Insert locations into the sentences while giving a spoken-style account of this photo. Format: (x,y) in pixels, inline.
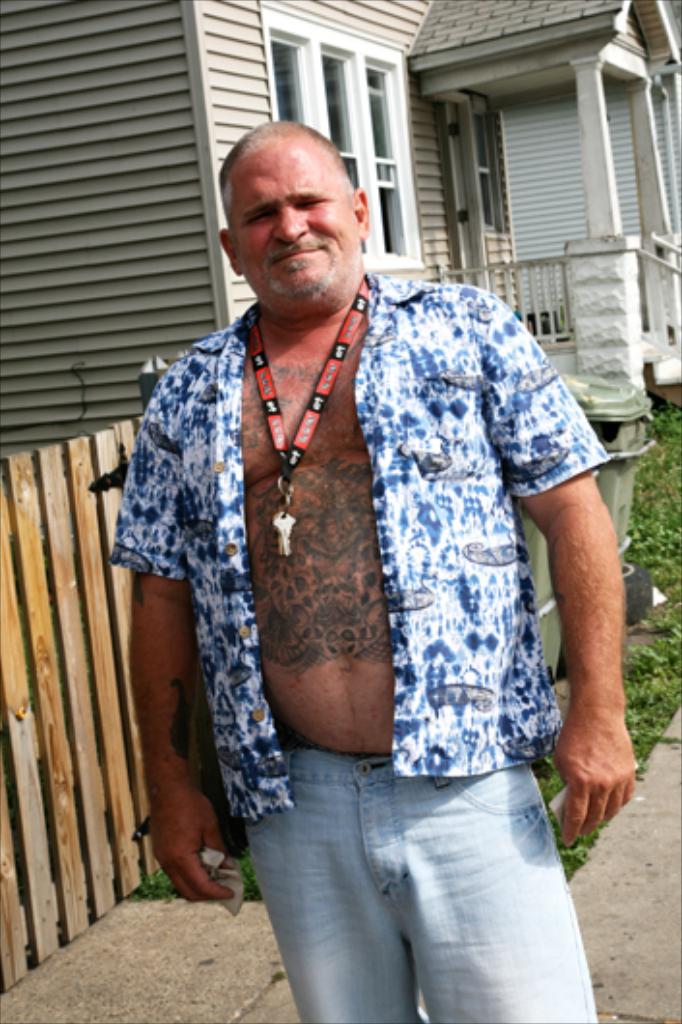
In the picture i can see a person (282,618) wearing blue color shirt (400,594), pant (421,848) standing and in the background (330,83) there is a house (404,53), there are some plants (663,702).
